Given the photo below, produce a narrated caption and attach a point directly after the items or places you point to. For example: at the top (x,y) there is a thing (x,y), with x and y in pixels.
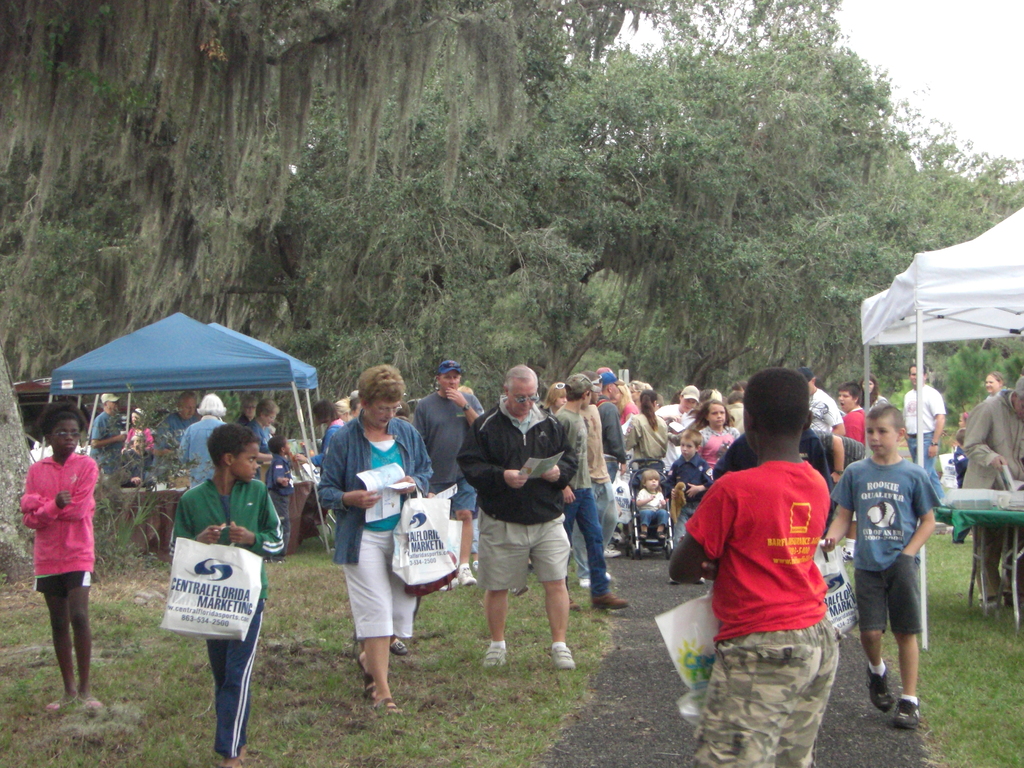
There are people (923,516) holding carry bags (854,624). There are trees (392,352) and umbrellas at the back (753,198).
